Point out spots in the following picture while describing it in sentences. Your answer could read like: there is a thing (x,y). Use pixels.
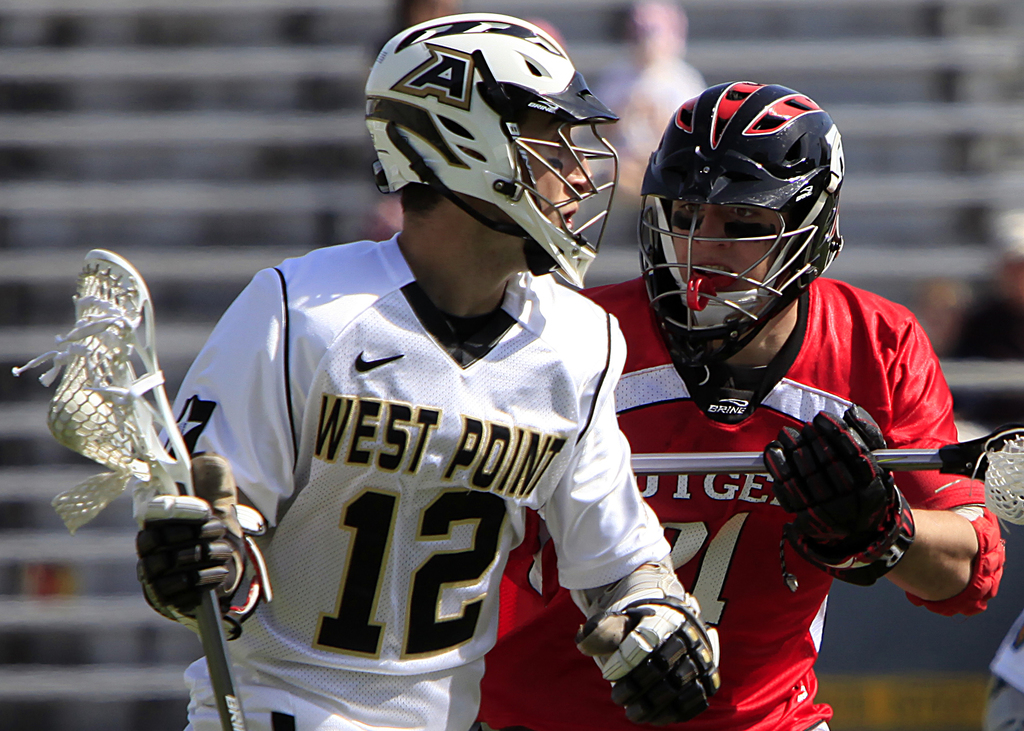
In this picture we can see two persons (597,446) playing field lacrosse game, they wore helmets (700,319) and gloves (782,436), in the background (860,115) there are some stairs (917,72).
